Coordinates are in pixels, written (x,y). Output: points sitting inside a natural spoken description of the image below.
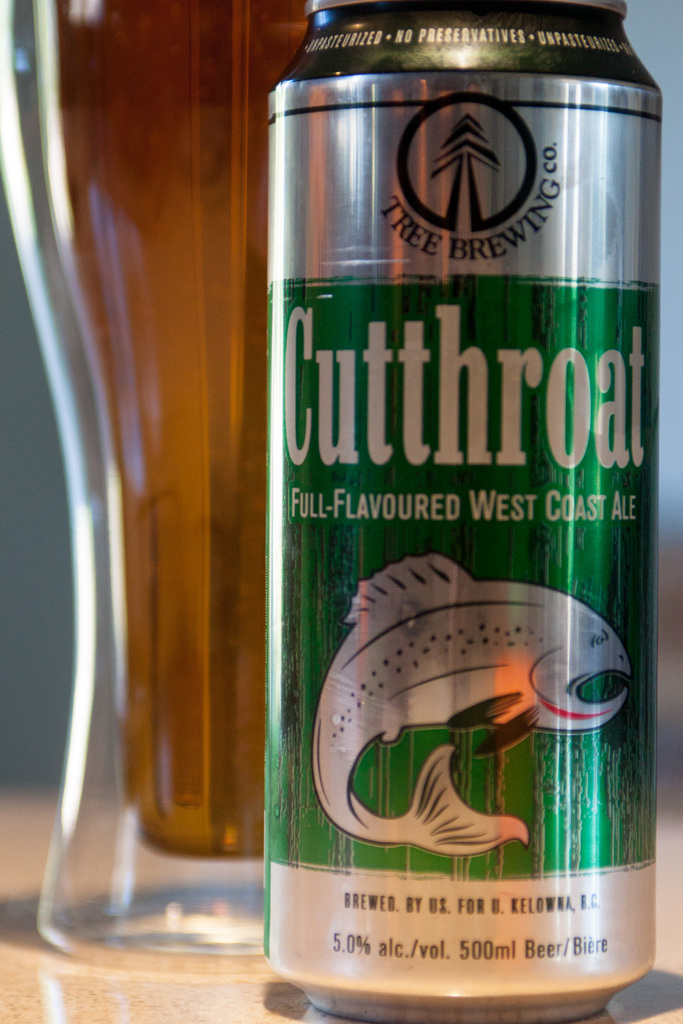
There is a can (426,381) with something written on that. Also there is a logo (479,212). In the back (140,305) there is a glass (174,326) with a drink (202,669). These are on a surface (183,1003).
